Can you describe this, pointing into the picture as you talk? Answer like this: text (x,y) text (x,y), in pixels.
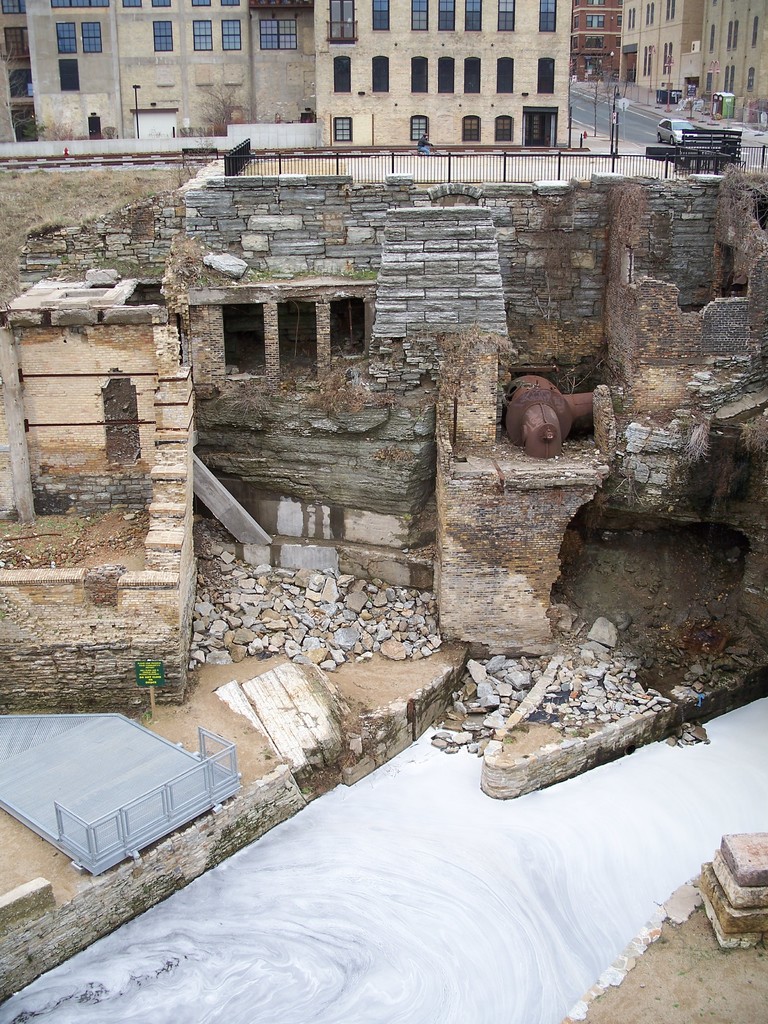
In this image we can see there are buildings (284,59), poles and boxes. And there is the car (676,126) on the road (635,139). In front of the building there is a fence (532,177) and destructed building (274,510). We can see there are stones (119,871), water (488,910) and metal object (547,414).
